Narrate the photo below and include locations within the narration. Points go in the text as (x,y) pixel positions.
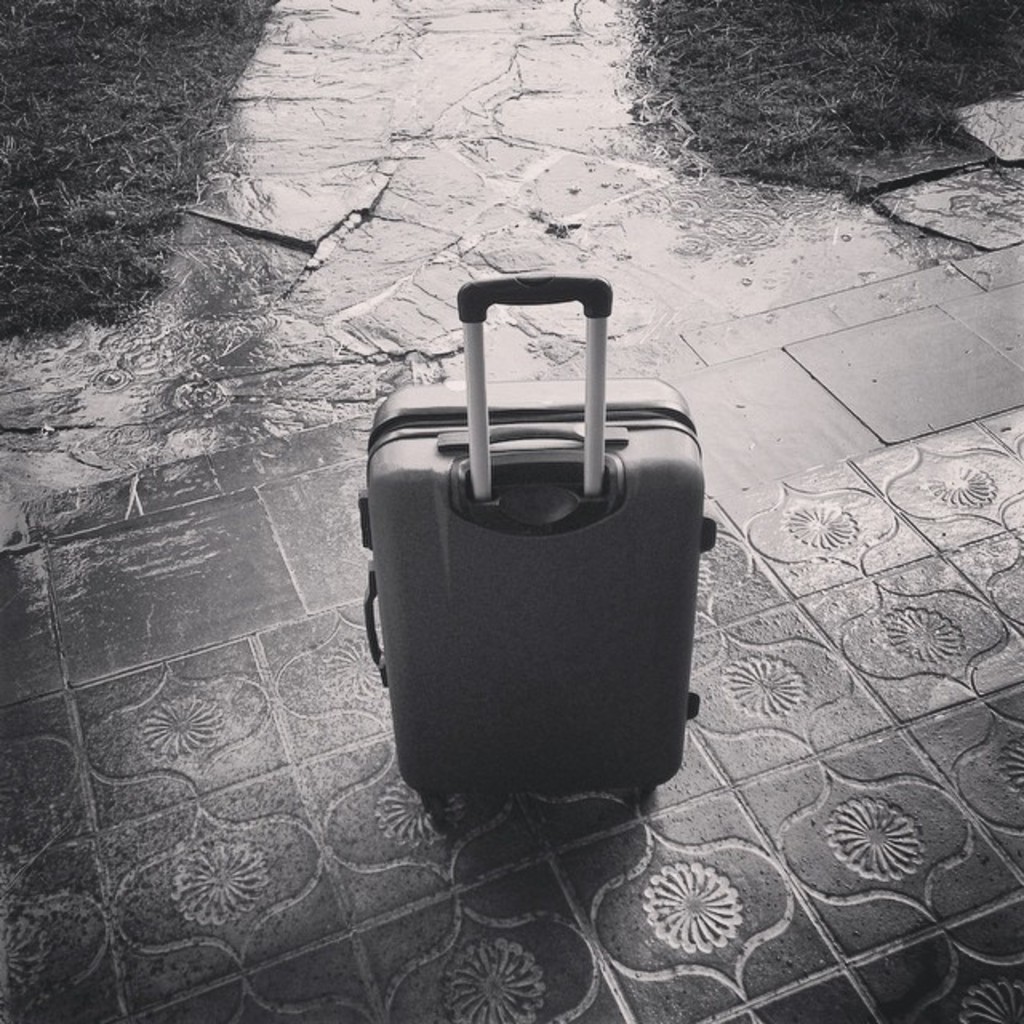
There is a luggage bag (572,544) on the floor (884,519). And to the right top corner (878,85) we can see a grass (867,82).
